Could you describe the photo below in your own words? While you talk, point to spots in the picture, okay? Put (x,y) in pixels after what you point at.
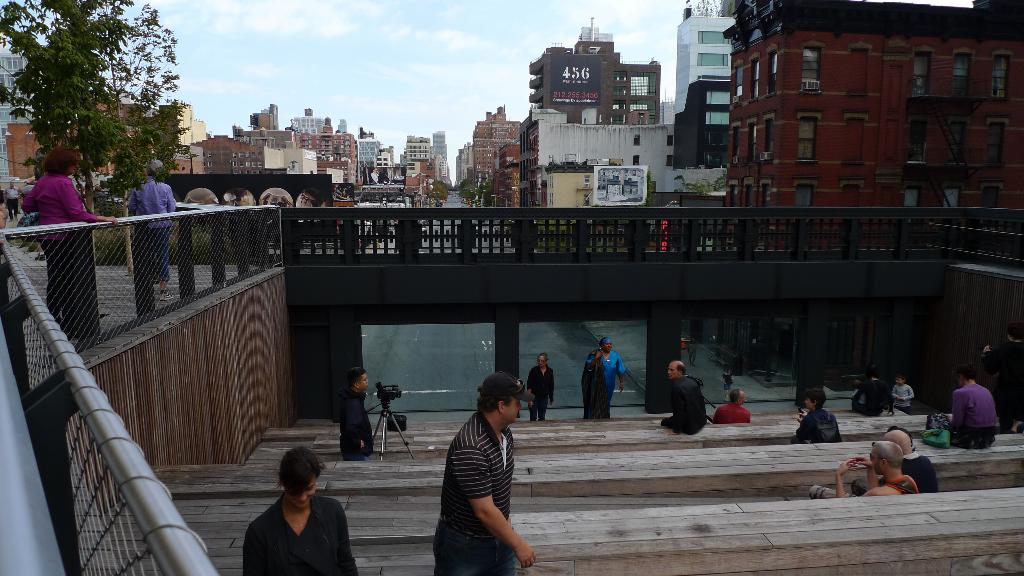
In this given picture there are steps (569,464) under the bridge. On those steps (646,456) there are some people (686,412) sitting and some are coming upward from the steps (582,441). There is one guy (365,409) who is standing in front of the camera on the steps (392,439). There is a bridge (327,267) over the steps (583,459) and there are three pillars (513,342) visible here. There is a railing (196,564) beside the bridge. There are two women (143,202) standing here. There is a tree (96,101). There are some buildings (313,161) behind the bridge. And in the background (445,79) we can observe sky (418,61) and clouds (458,27).
